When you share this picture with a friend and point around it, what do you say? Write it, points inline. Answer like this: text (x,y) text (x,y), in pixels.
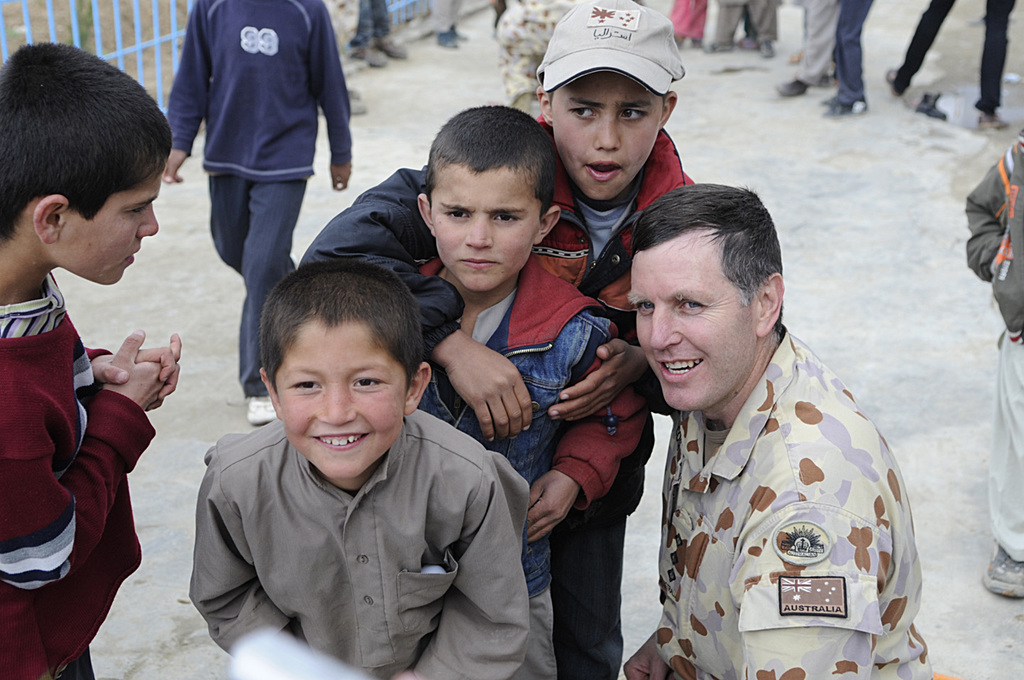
There is a person (800,456) in a shirt (752,497), smiling and kneeling down on the ground (628,574). Beside him, there are children (334,282) standing and smiling on the ground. In the background (1012,491), there are other persons (292,24) standing and there is a blue color fencing (152,15).
